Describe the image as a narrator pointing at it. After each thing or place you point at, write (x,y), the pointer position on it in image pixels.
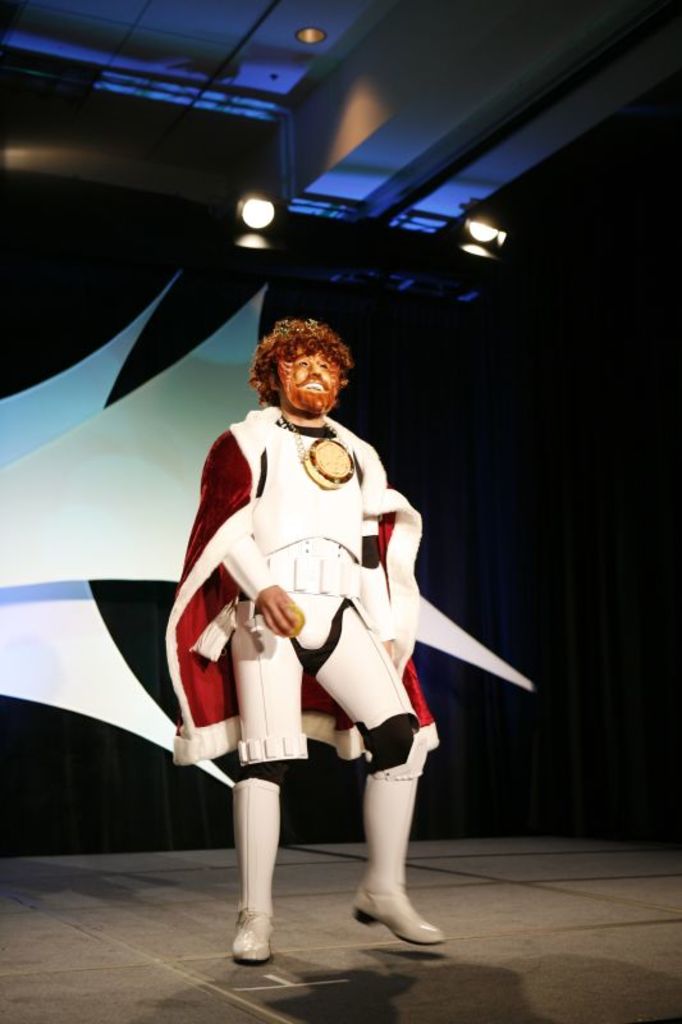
A person (317,577) is standing wearing a white costume (260,833). There is a black and white background (368,396) and there are lights (248,211) on the top (258,218).
